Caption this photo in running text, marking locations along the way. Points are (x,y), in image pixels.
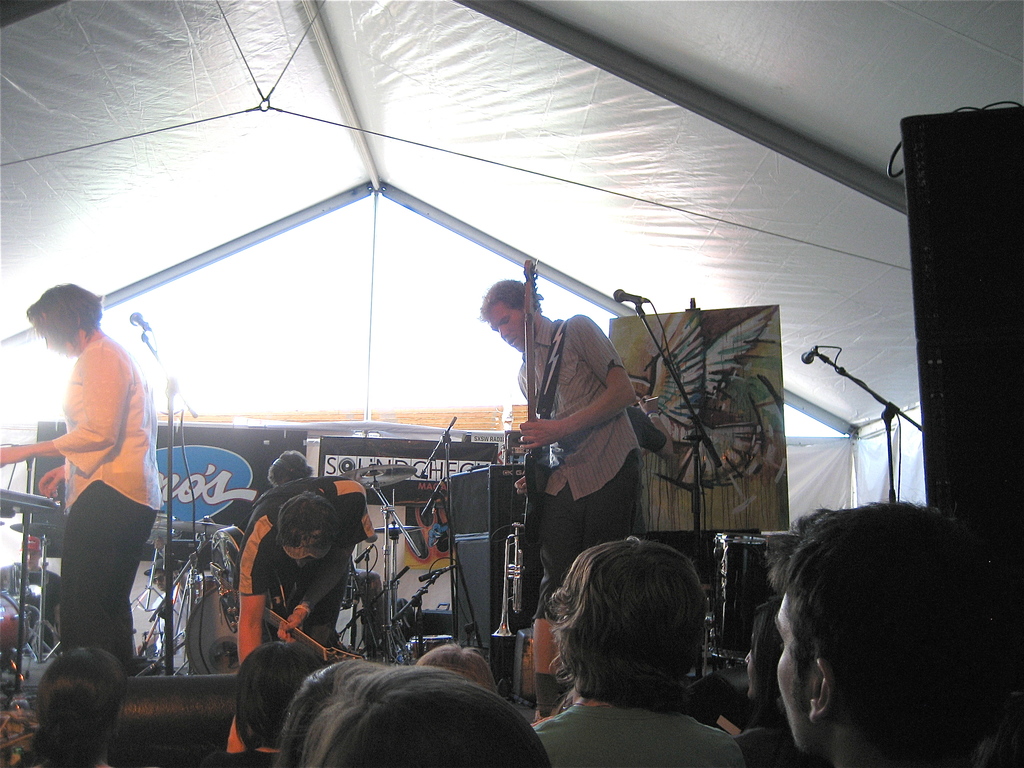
In this image i can see there are group of people (618,383) who are standing on the stage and playing musical instruments (10,501).
